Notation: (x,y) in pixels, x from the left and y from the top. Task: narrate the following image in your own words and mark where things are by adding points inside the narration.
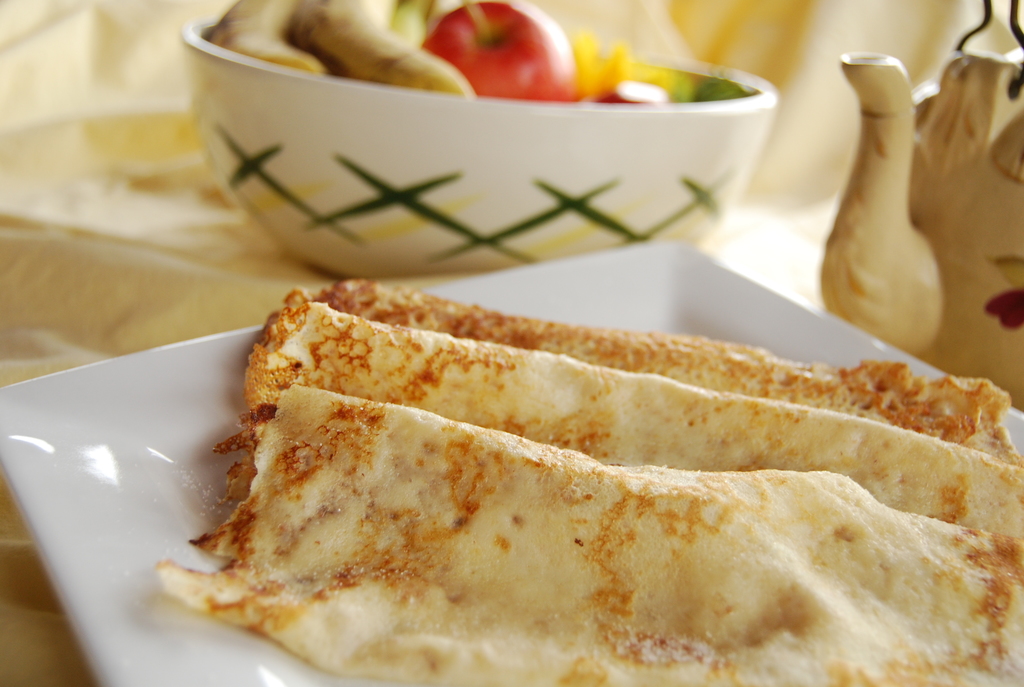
In this image we can see some food (361,566) in a plate (826,334). We can also see a teapot (877,175) and some fruits (463,89) in a bowl (546,167) placed on the surface (216,248).
